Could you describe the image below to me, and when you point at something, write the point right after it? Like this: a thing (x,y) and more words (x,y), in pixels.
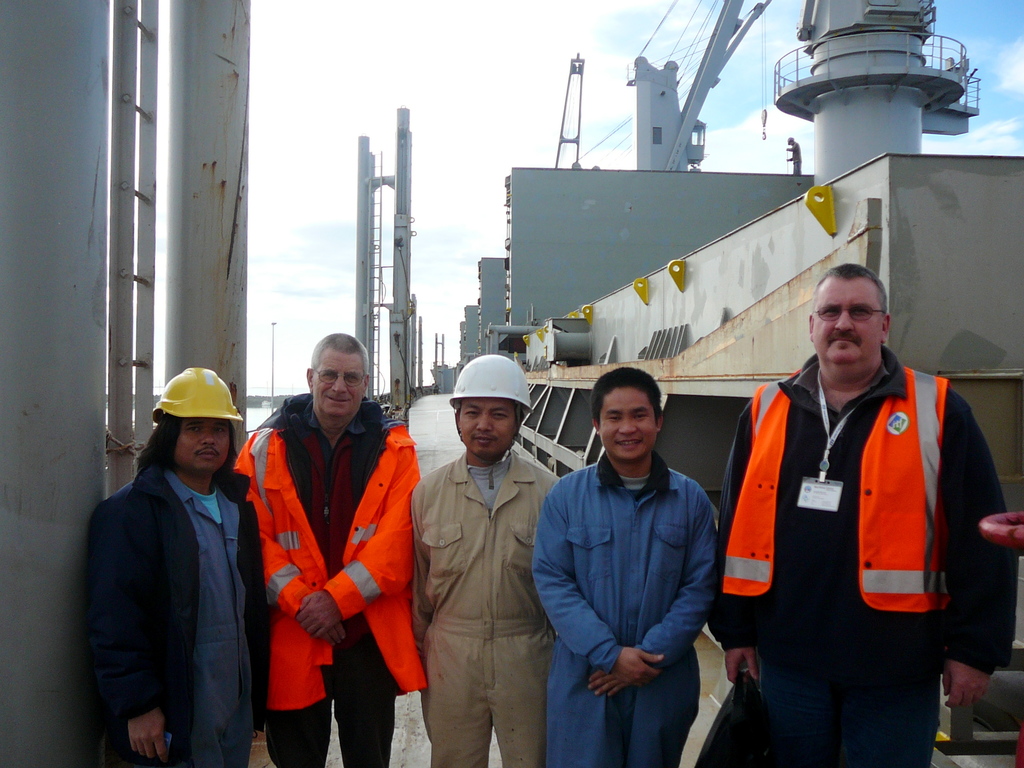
There are five people (462,497) standing. Some are wearing jackets (391,511) and helmets (185,383). In the back (44,385) there are pillars (231,350), ladders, walls (553,278). In the background (481,132) there is sky (447,135).
